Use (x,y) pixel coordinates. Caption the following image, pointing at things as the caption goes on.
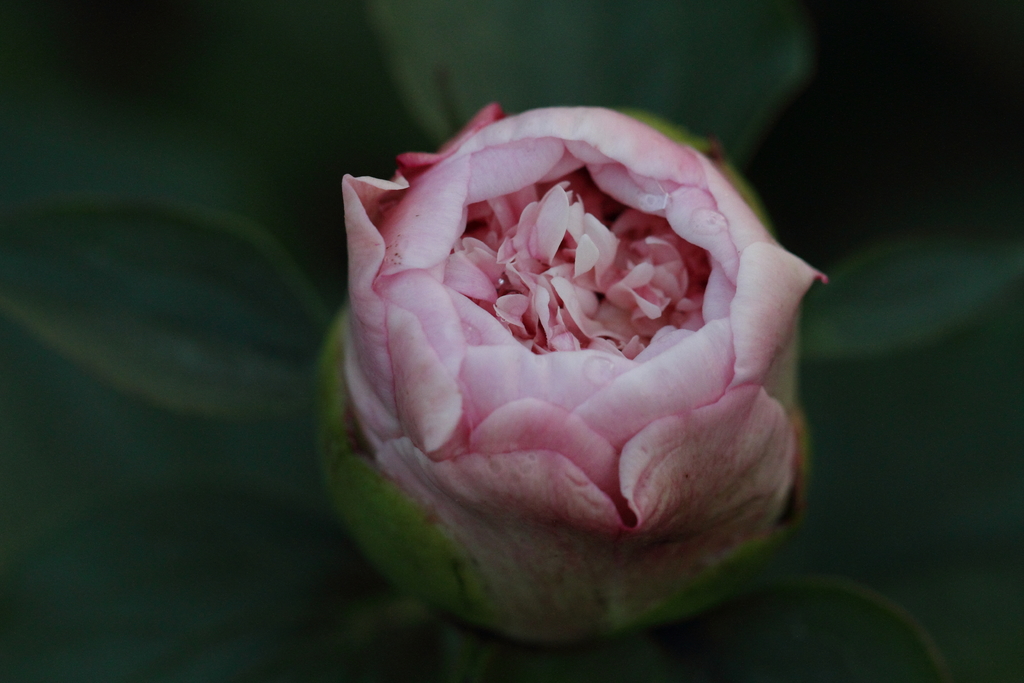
In the center of the image (478,285), there is a flower (511,404).
